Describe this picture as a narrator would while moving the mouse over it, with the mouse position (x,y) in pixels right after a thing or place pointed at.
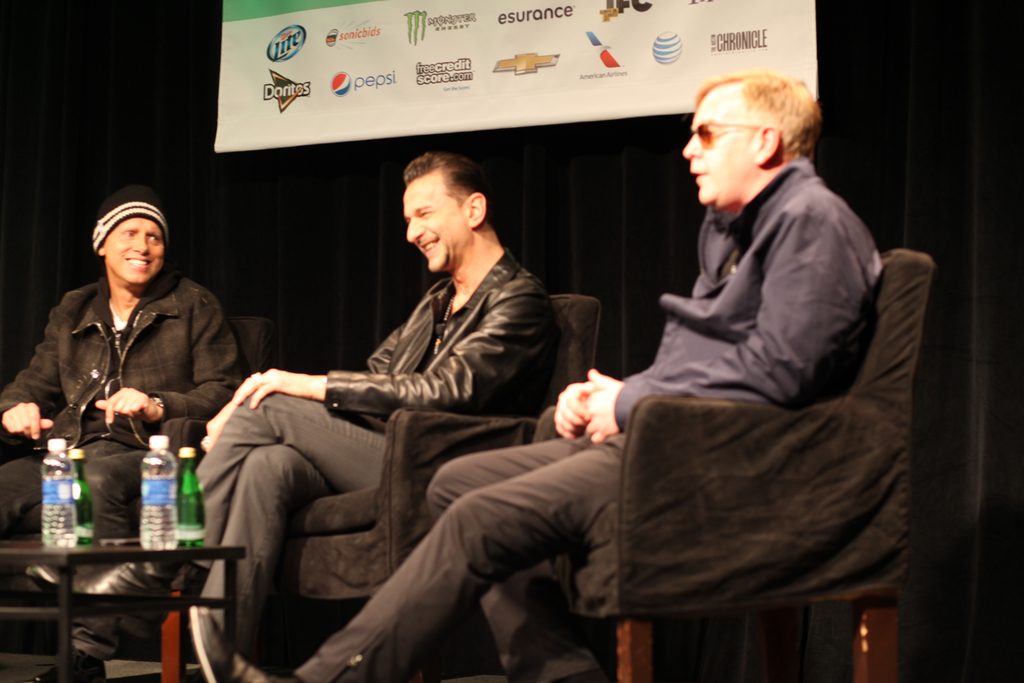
In the image there are three men (421,334) sitting on chairs (706,494) with table (63,555) in front of them with water bottles (171,513) on it, two of them are smiling, behind them there is a banner (447,58) on the wall (18,106).
